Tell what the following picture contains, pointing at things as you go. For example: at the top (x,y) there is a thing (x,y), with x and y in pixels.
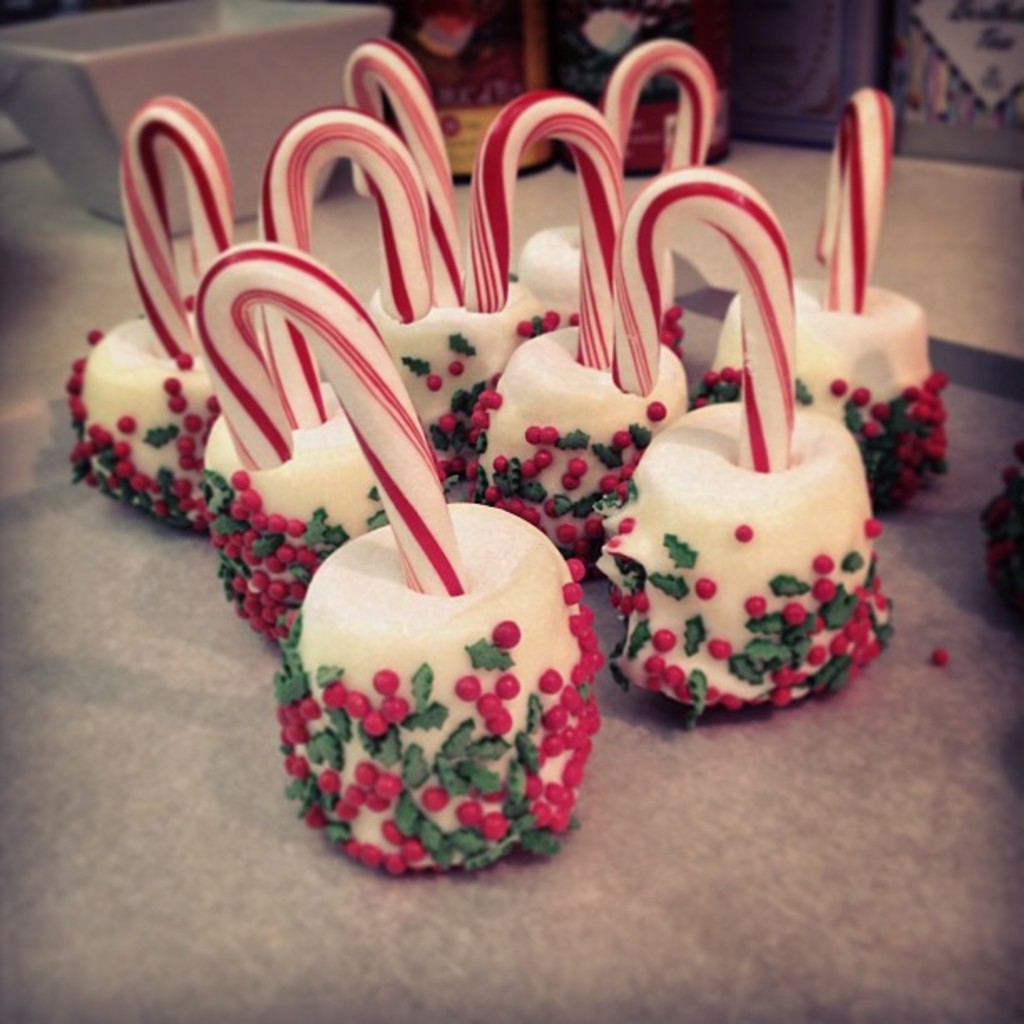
In this picture we can see there are marshmallow treats (386,308) on an object (168,694). At the top of the image (75,143), there is a bowl (232,82) and some objects (792,83).
